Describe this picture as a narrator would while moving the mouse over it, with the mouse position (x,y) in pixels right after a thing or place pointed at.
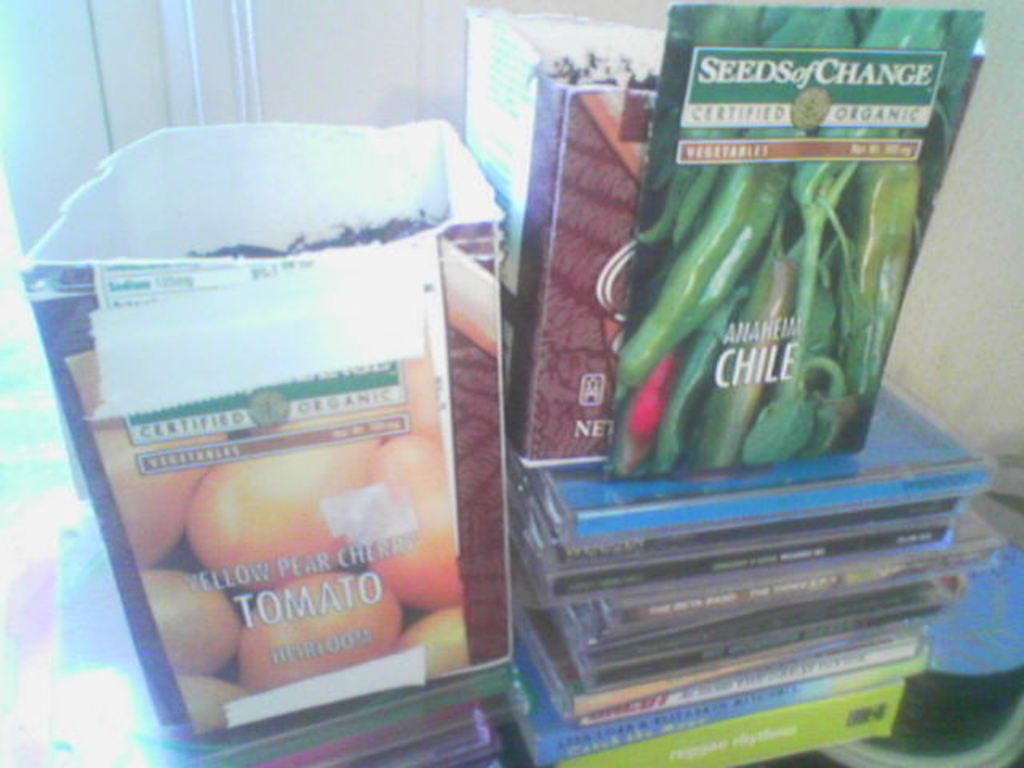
There are small cardboard boxes (403,369) and a packet (809,383) in the center of the image (657,391), it seems like there are CD boxes (607,593) at the bottom side (550,609).
